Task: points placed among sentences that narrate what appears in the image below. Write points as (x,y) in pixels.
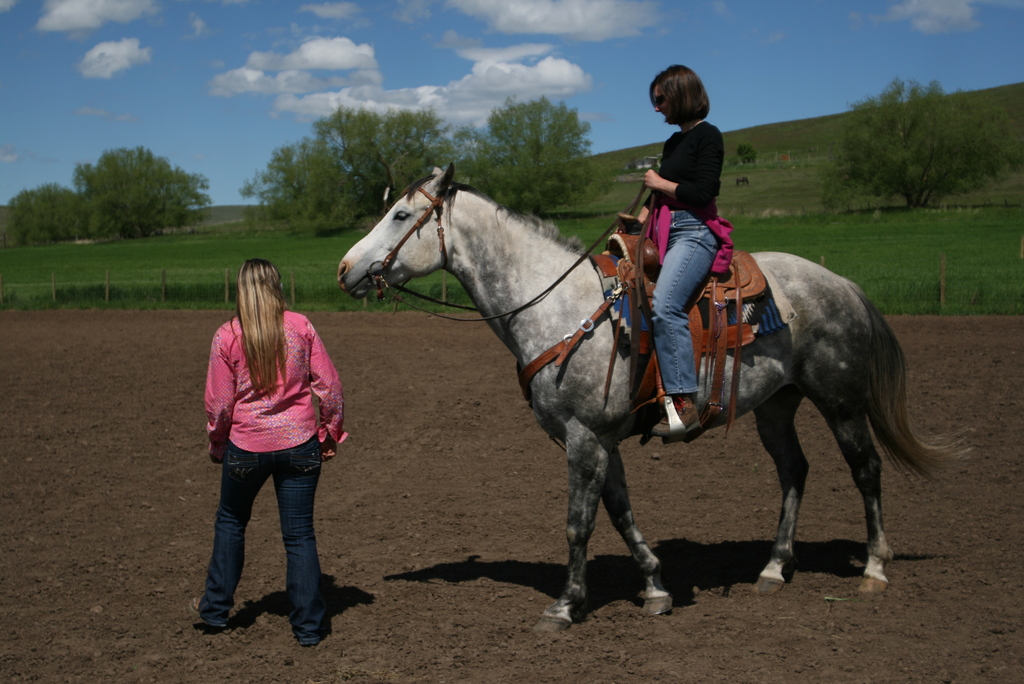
In this picture we can see two woman (282,343) where one woman (327,418) standing on land (419,491) and other woman (668,123) is sitting on horse (584,278) holding rope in her hand (654,187) and in the background (539,191) we can see trees (159,166), sky (303,65) with clouds (322,62), fence (122,302).
